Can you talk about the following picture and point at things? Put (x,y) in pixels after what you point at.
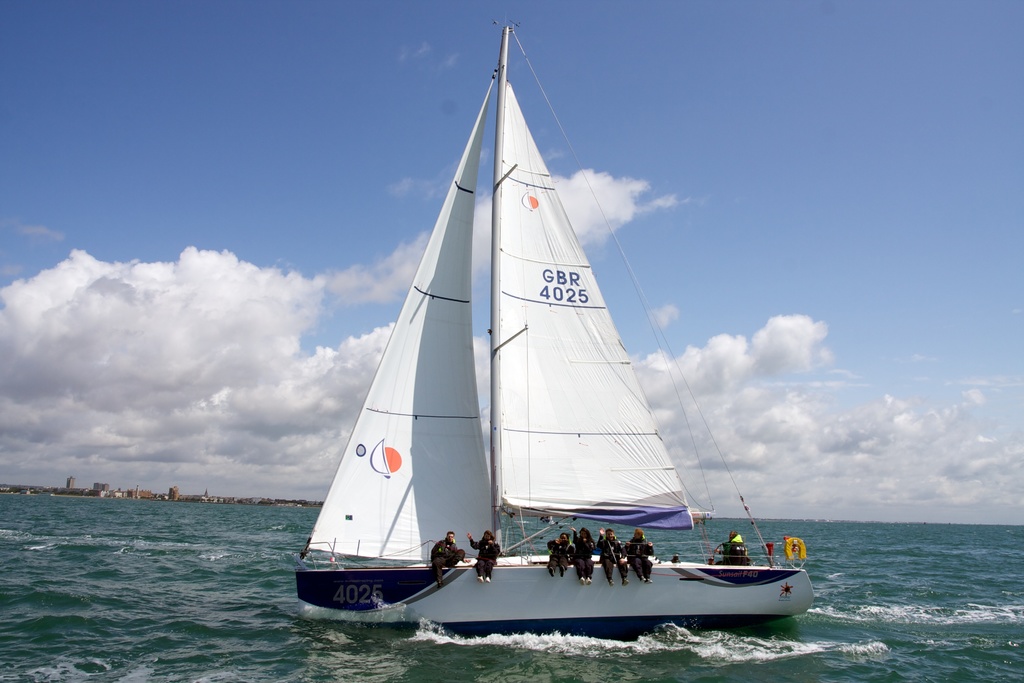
In this image we can see a sailboat (433,508) on which people (724,545) are sitting is floating on the water (1005,618). In the background (148,232), we can see the blue color sky (942,327) with clouds (110,435).
